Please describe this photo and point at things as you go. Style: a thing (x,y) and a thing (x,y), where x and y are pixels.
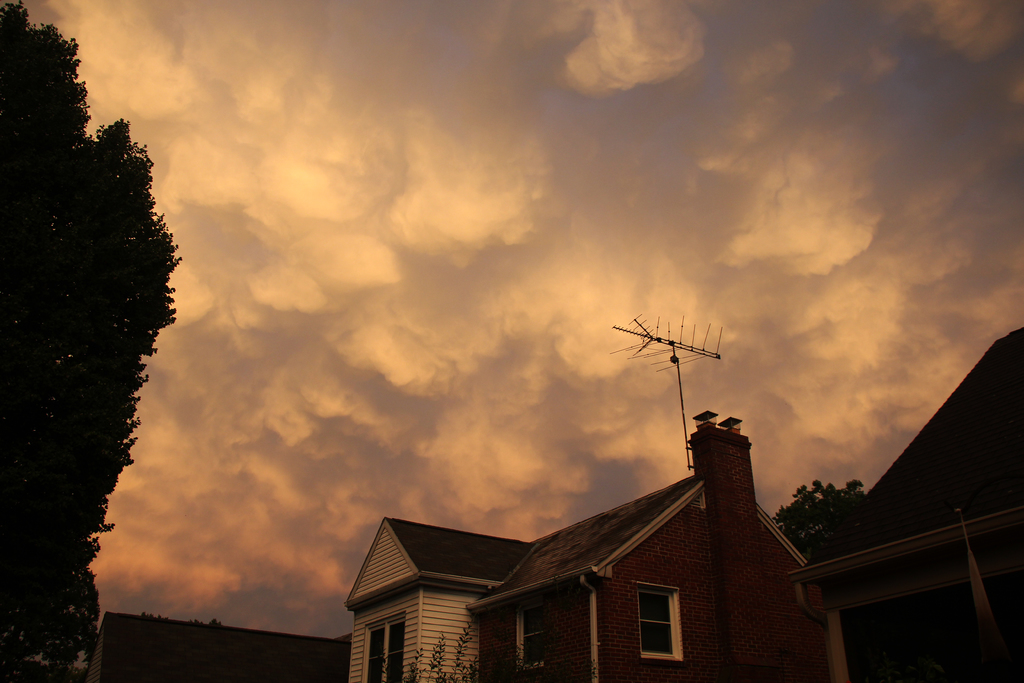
In this image we can see sky (422,382) with clouds (209,492), trees (59,210), buildings (388,560) and antennas (681,346).
